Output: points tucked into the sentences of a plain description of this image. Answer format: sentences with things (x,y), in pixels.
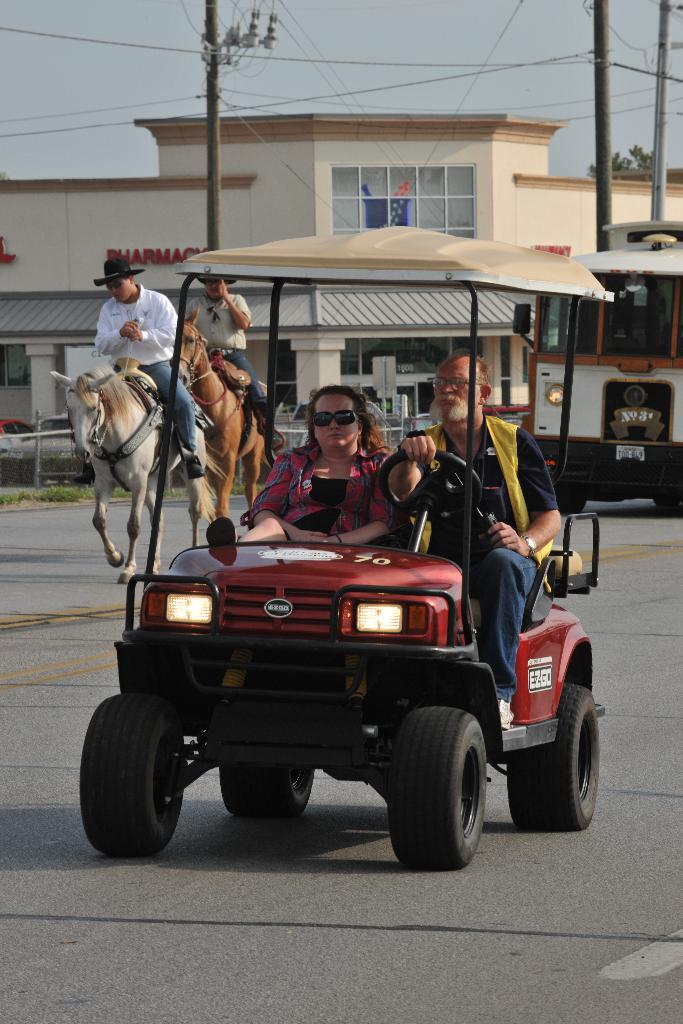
In this image, I can see two persons (343,483) sitting in a car (453,492) and two persons (164,378) riding the horses (101,428). On the right side of the image (600,431), I can see a bus (616,454) on the road (624,551). In the background (312,294), I can see a building (266,198) with glass windows (361,187), current poles (212,132) with wires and there is the sky (183,58).
